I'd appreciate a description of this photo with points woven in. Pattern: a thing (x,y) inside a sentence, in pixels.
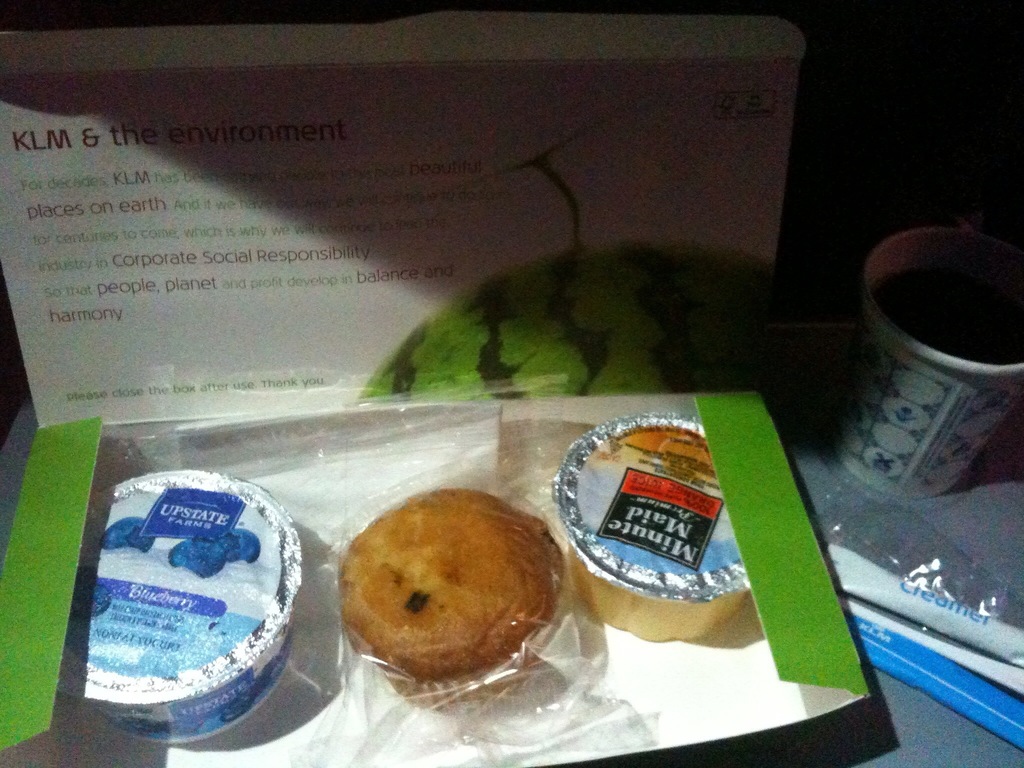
In this image there is a box (759,568), board (175,346), cup (922,393) and objects (907,602). In this box (374,439) there are cups (222,541) and muffin (440,526). Something is written on the board (209,206).
